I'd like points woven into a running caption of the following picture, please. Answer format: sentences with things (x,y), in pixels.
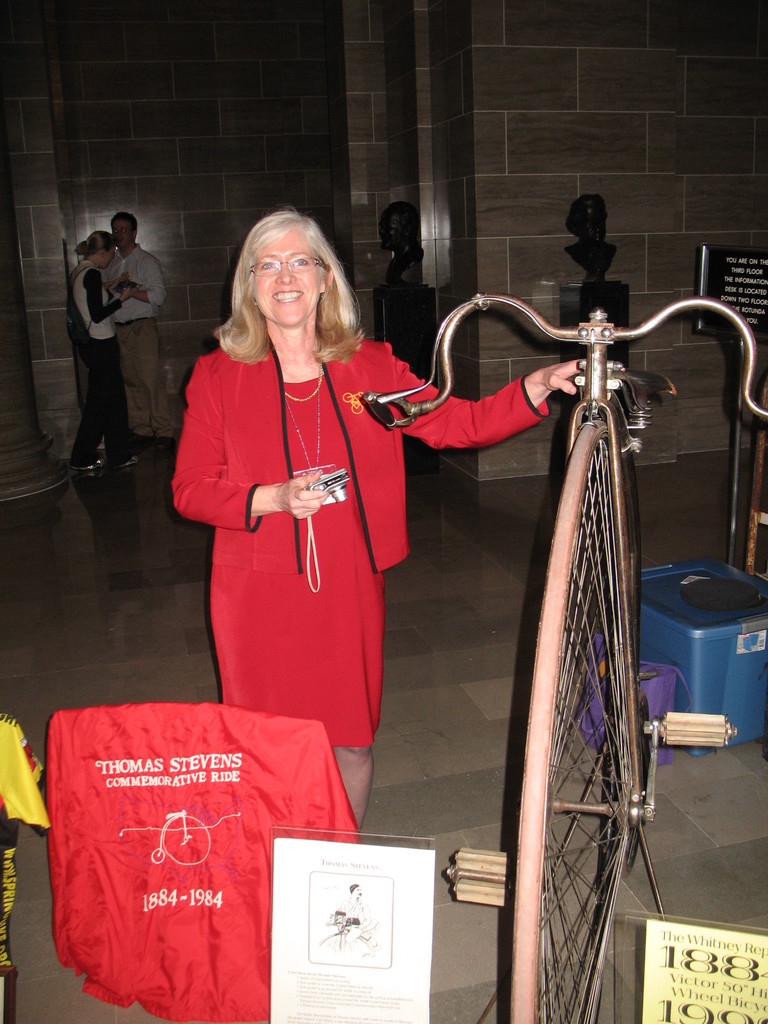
In this image, we can see a woman (331,555) is standing and watching. She is smiling and holding a camera (335,486). She kept her hand (557,382) on the bicycle seat (641,385). At the bottom (714,1021), we can see few boards (737,969), cloth (193,912) and object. Background (708,688) we can see basket (668,662), carry bag (651,688), name board (734,301) with rod (737,501), wall (551,421), sculptures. Left side of the image (120,351), we can see two people (125,353) are standing near the pillar (9,406).
